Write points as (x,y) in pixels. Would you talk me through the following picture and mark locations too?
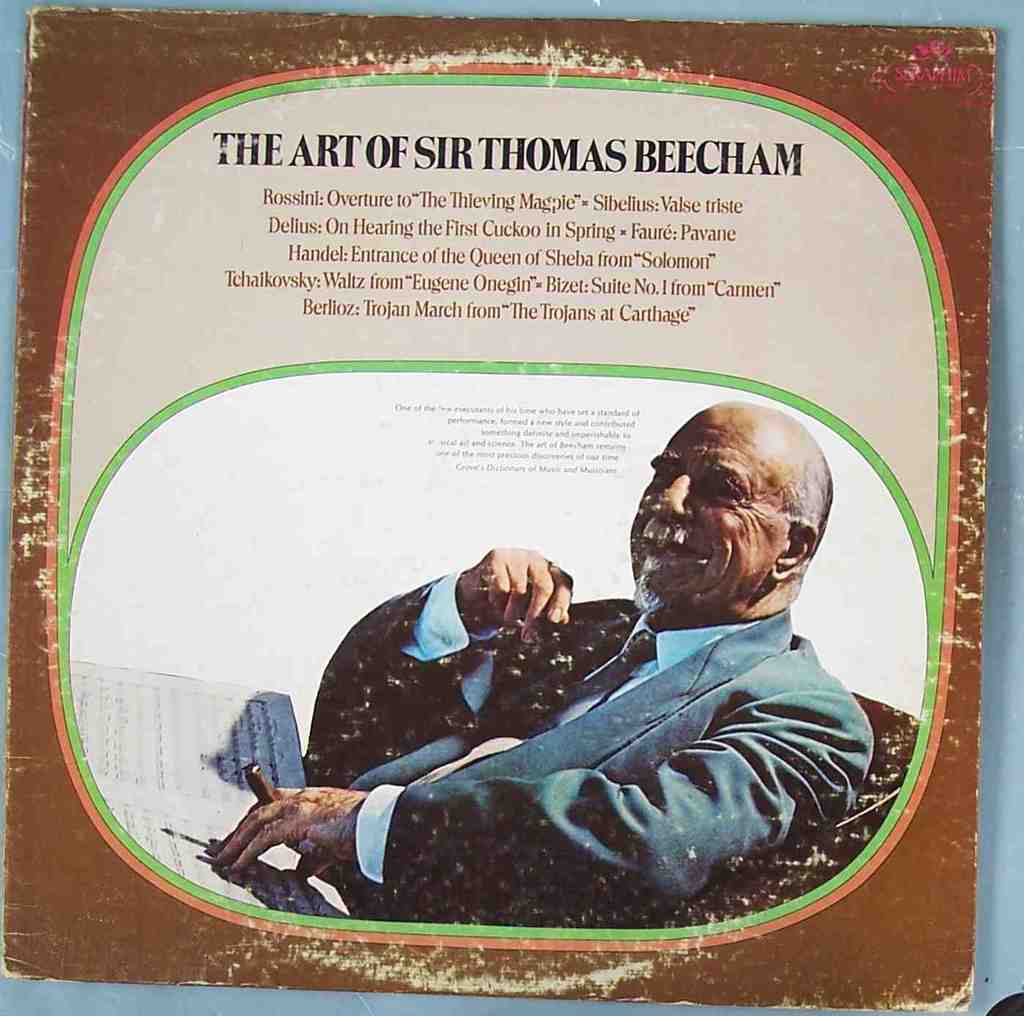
In the foreground of this poster (341,832), there is a man (668,785) sitting on the chair (906,736), wearing suit (686,758) and holding a cigar (251,774) in his hand (325,822) and there is a book (170,780) in front of him. On the top (611,249), there is a some text (430,265).
